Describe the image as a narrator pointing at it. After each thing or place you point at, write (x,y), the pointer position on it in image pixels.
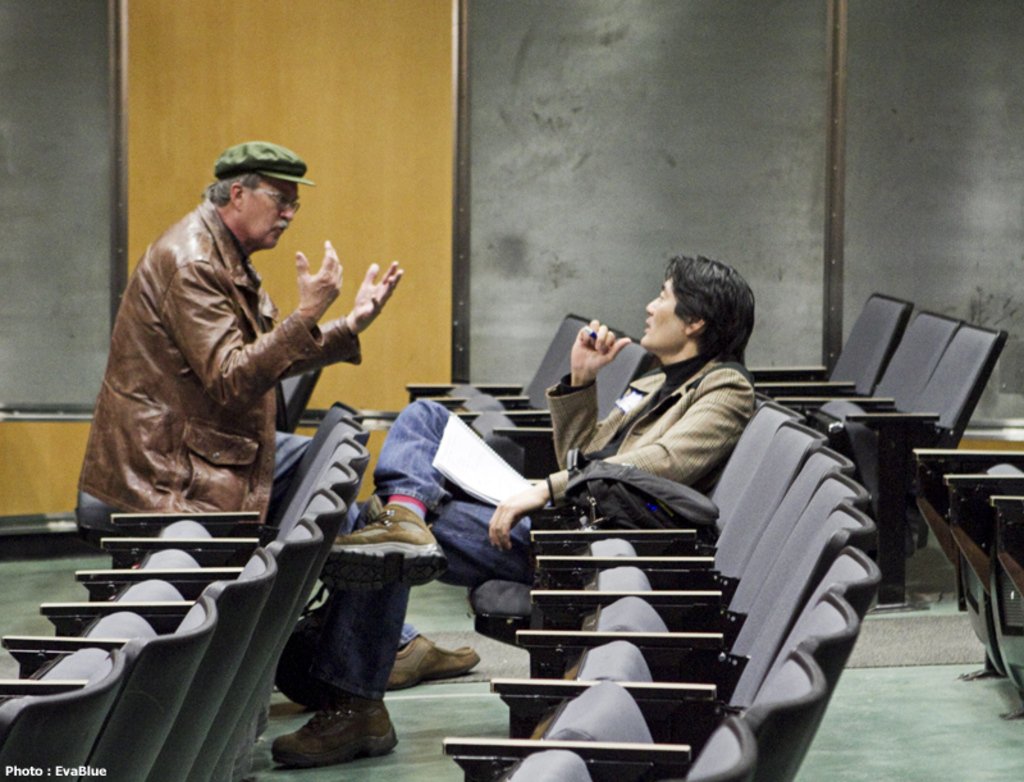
In this image we can see so many chairs (161,618) and one man (714,350) is sitting on a chair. He is wearing a coat (671,443), jeans (462,534), shoes (440,564) and holding pen (584,331) in his hand (592,345). We can see a book (466,476) on his lap (460,503). In front of the man (682,434), we can see one more person (219,379). He is wearing a brown color jacket (239,399), jeans (374,599), shoes (440,650) and a cap (273,176). In the background (523,99), we can see the wall (513,135).
